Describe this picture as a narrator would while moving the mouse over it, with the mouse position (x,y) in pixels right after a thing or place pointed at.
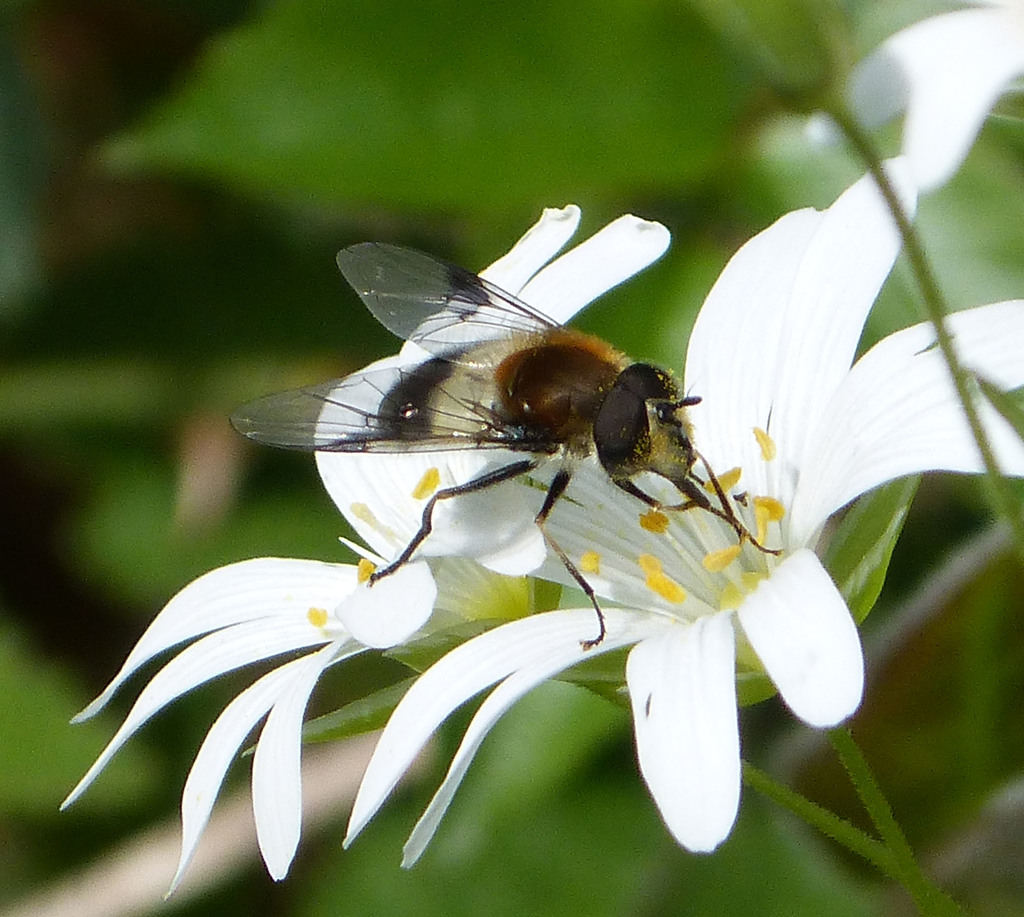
In this picture I can see couple of flowers (578,527) and I can see a fly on the flower (390,524).
